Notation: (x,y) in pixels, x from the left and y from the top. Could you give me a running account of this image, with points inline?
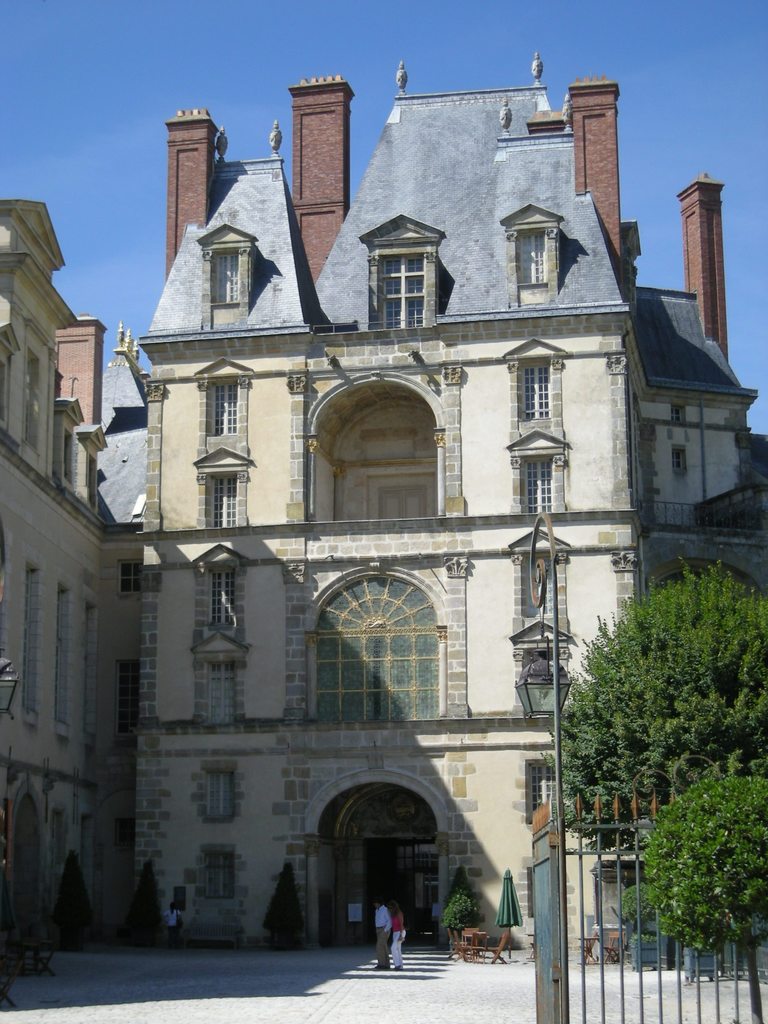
In this image we can see buildings (250,527) with windows (404,278), metal fence (584,1011), trees (663,641), plants (727,831), people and in the background (146,67) we can see the sky (234,119).
